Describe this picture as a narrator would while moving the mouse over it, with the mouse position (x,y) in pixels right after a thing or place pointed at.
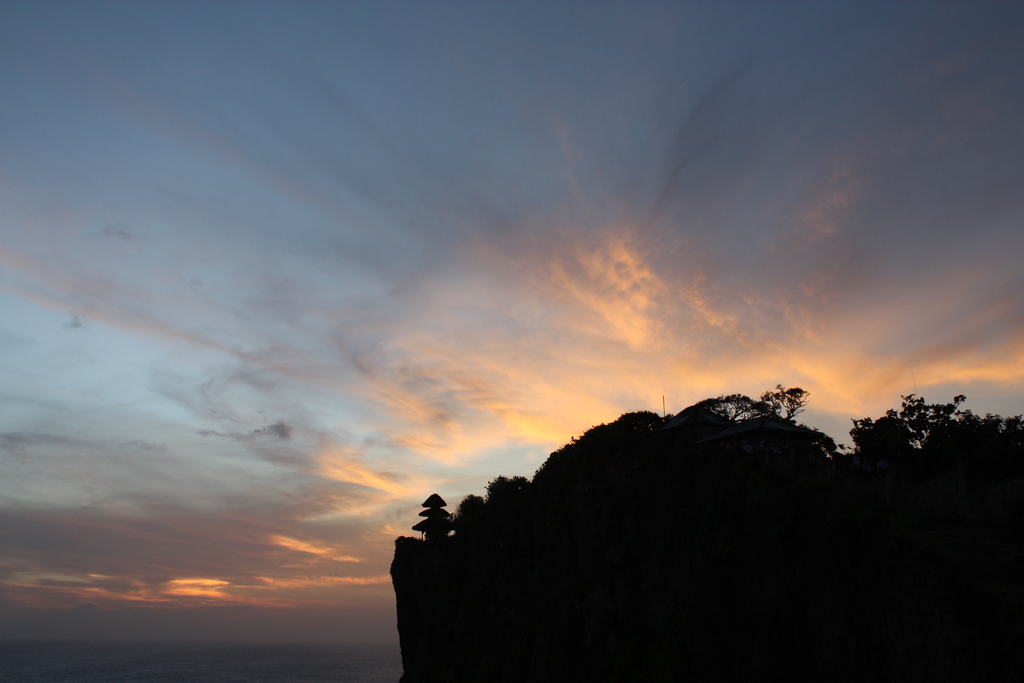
On the right side (896,500), there are trees (1003,451) on a mountain (690,548). In the background (739,287), there are clouds (315,353) in the blue sky (265,214).
